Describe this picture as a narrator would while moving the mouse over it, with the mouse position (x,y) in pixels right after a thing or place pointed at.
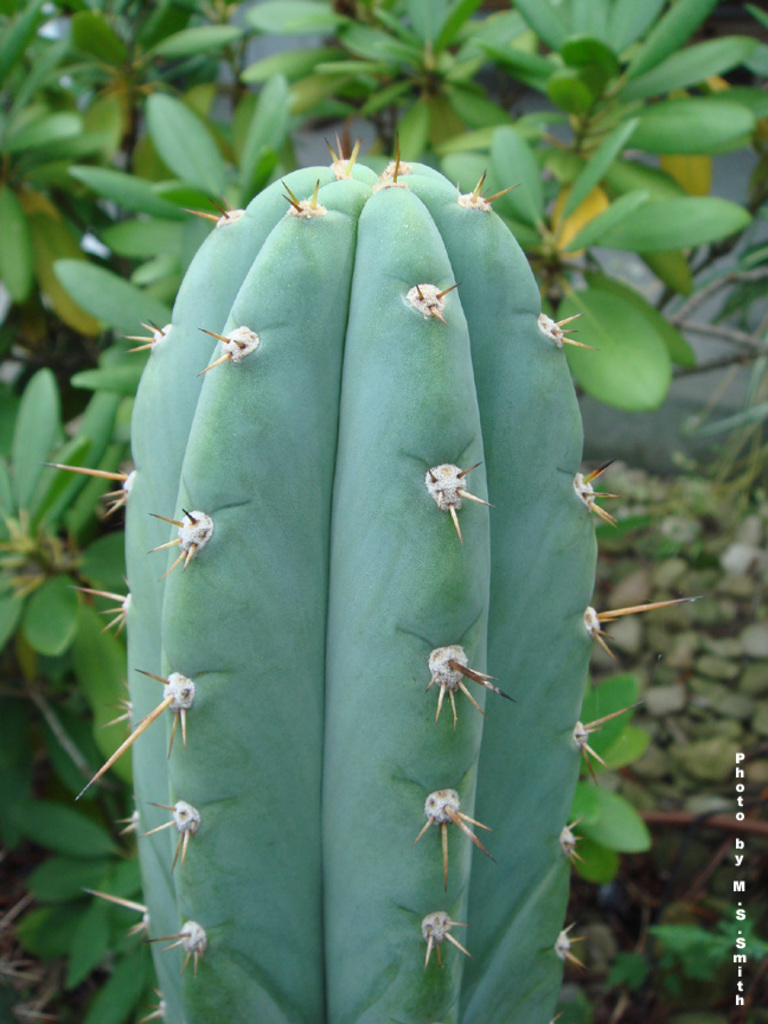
In this image we can see a cactus (498,760) and there are some plants (443,14) in the background (443,14) and we can see some text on the image.
